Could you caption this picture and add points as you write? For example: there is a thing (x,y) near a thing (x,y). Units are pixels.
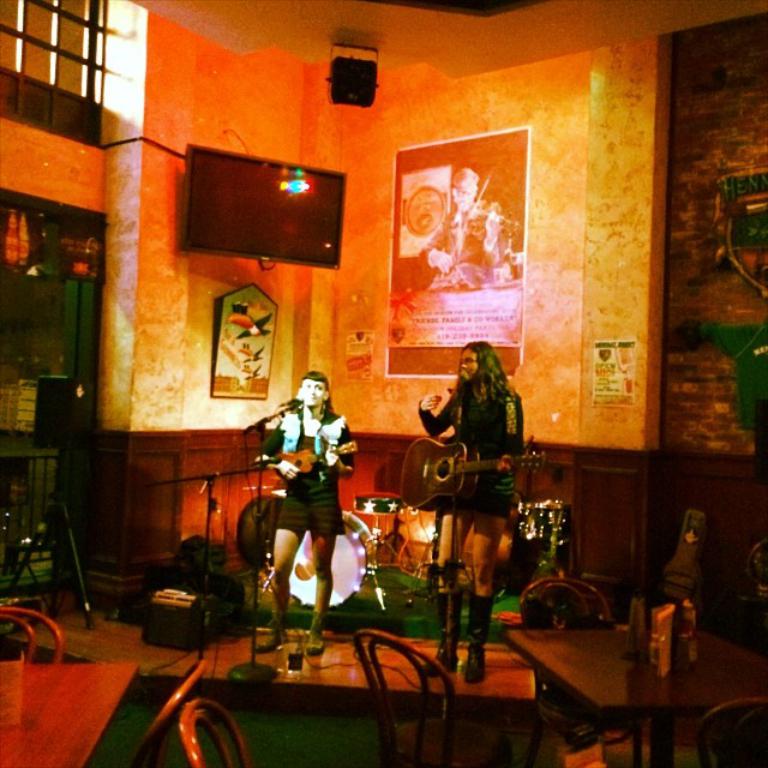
In this image, we can see two women (493,515) standing, they are holding guitars (284,461), we can see the microphones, there are some tables (619,696) and chairs (382,744), we can see a television (187,236) on the wall (364,163), there is a poster (451,230) on the wall (375,433).
